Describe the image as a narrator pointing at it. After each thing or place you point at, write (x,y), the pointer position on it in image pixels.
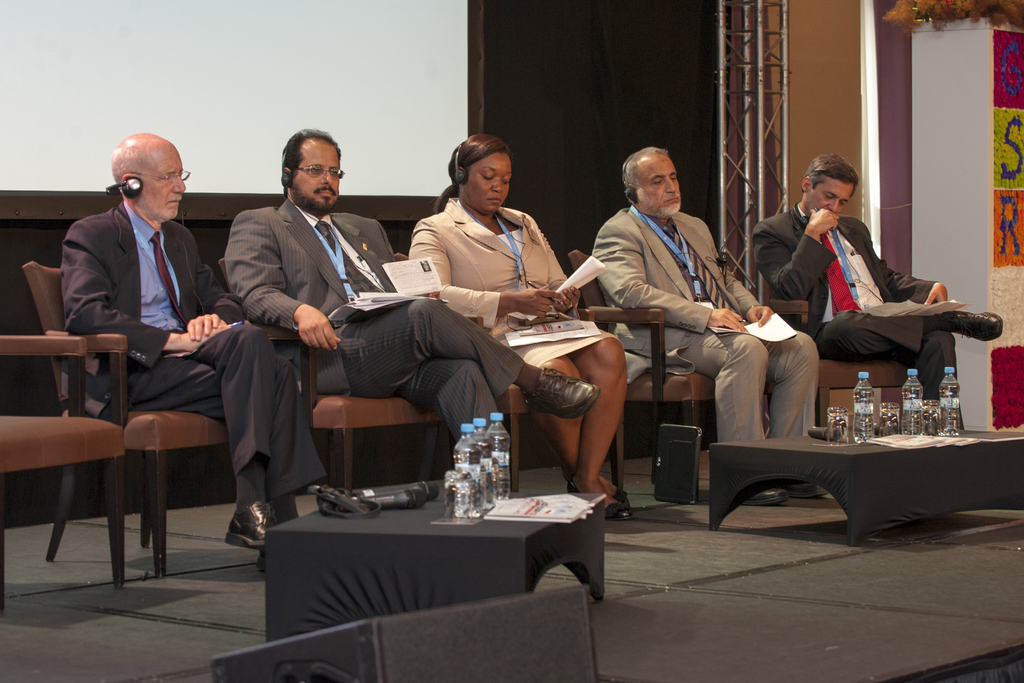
There is a group of people (357,290). They are sitting on a chairs (590,311). They are wearing a headphones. They are wearing a beautiful suits (475,237). They are wearing a id cards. Three persons (488,238) are holding a paper (357,305). There is a table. There is a bottle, mic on a table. We can see in background (336,48) poster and projector (317,54).
